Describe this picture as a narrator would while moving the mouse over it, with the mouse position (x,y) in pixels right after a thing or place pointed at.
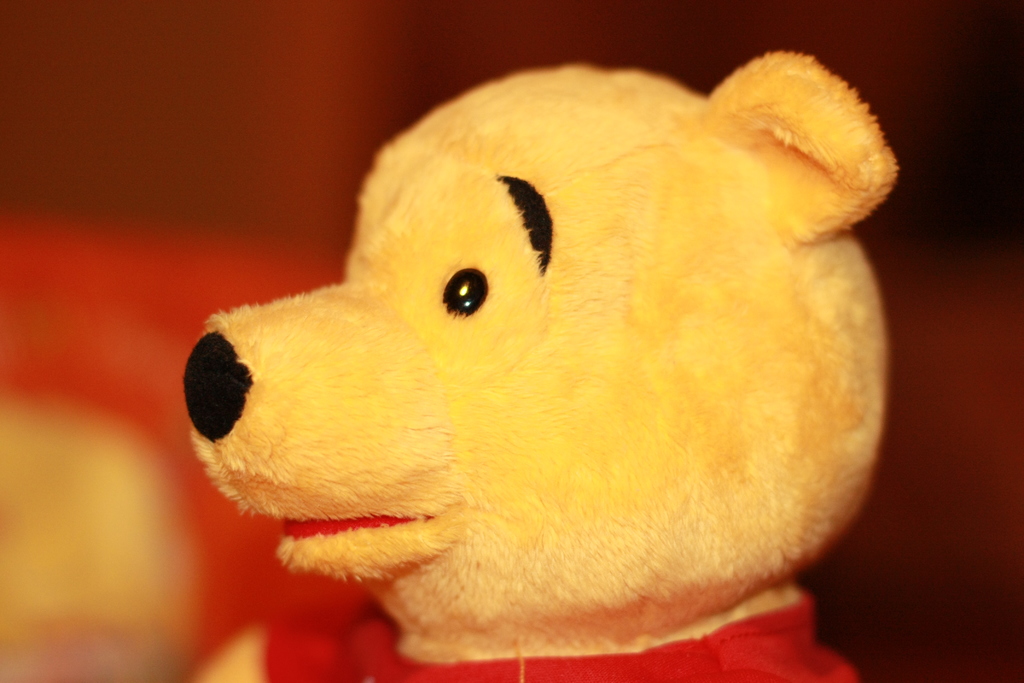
In the picture we can see a part of teddy bear doll (724,473) with a head (617,459) and some part of its T-shirt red in color.
